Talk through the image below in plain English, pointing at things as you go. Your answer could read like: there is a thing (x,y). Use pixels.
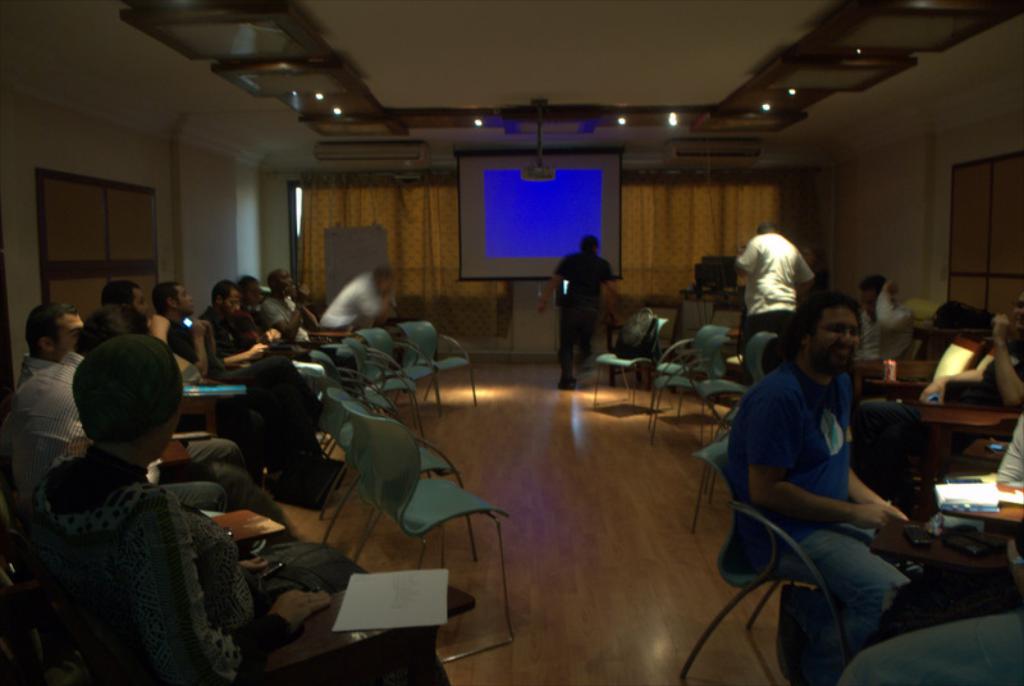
In this picture we can see books (950,485), mobiles (964,540), tables (870,377), monitor (708,275), projector screen (550,238), lights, board (333,235), walls (840,286) and some objects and a group of people (297,380) sitting on chairs (347,349) and some people (609,265) are standing.
